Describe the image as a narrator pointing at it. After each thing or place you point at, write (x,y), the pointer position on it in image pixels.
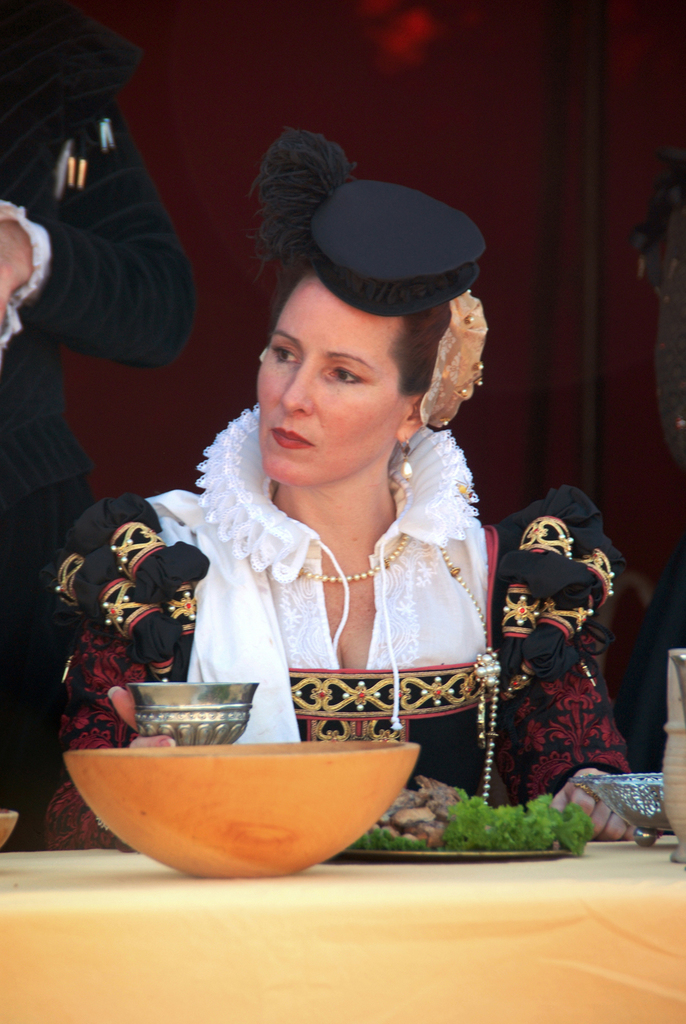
In this picture I can see a woman (257,661) sitting and holding an object (234,713). I can see food items (365,845) on the plate (534,850), bowls (655,809) and some other objects (631,805) on the table (667,863). I can see a person (26,786) standing, and in the background (541,139) there are some objects (652,217).
